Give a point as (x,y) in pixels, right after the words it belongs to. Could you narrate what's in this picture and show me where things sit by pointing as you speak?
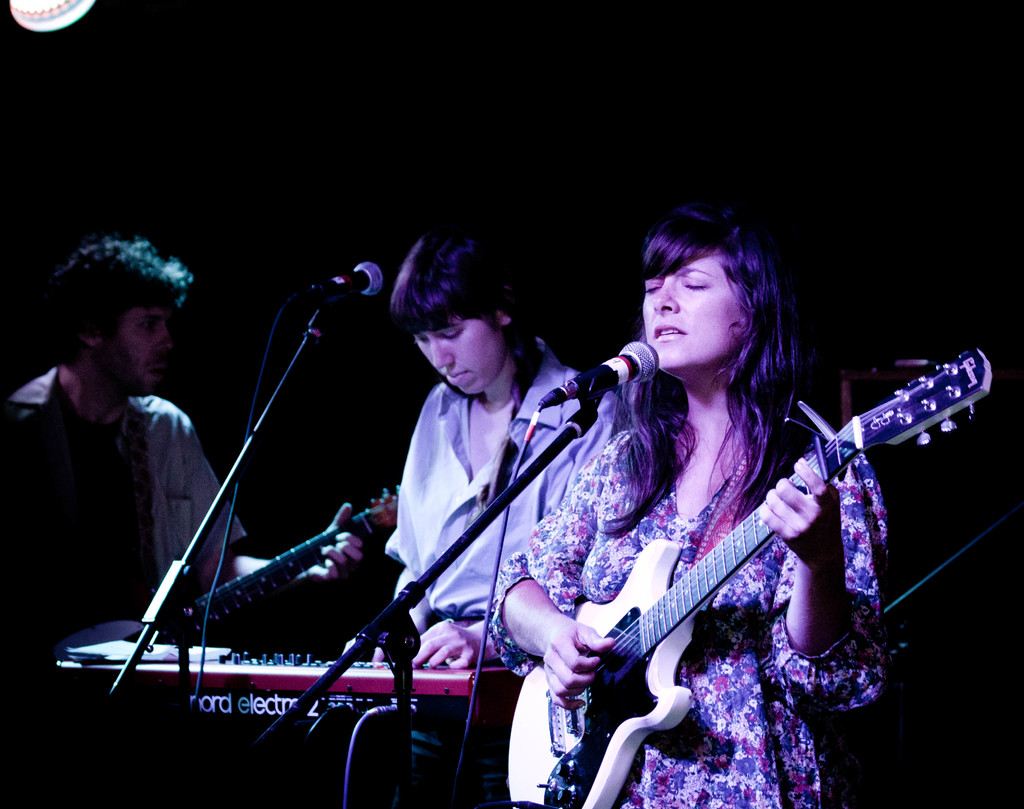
There are three persons (575,404) standing. One woman (659,510) is singing a song and playing guitar (661,647). The person (486,608) in the middle (510,438) is playing piano (315,670), and the person (162,552) at the left side of the image (130,528) is playing guitar (177,605). This is a mike stand (236,466) with the mike (341,290).
